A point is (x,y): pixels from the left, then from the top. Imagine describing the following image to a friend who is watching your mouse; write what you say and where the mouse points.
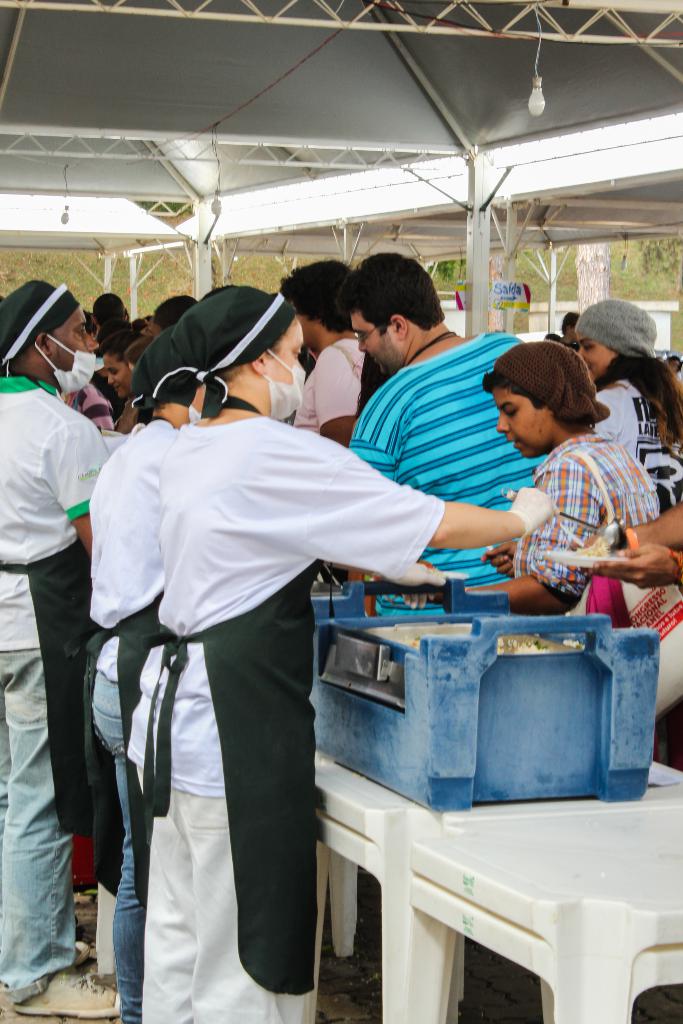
There is a group of people (364,520). They are standing, They are wearing a mask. We can see in background (469,265) pillar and light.
